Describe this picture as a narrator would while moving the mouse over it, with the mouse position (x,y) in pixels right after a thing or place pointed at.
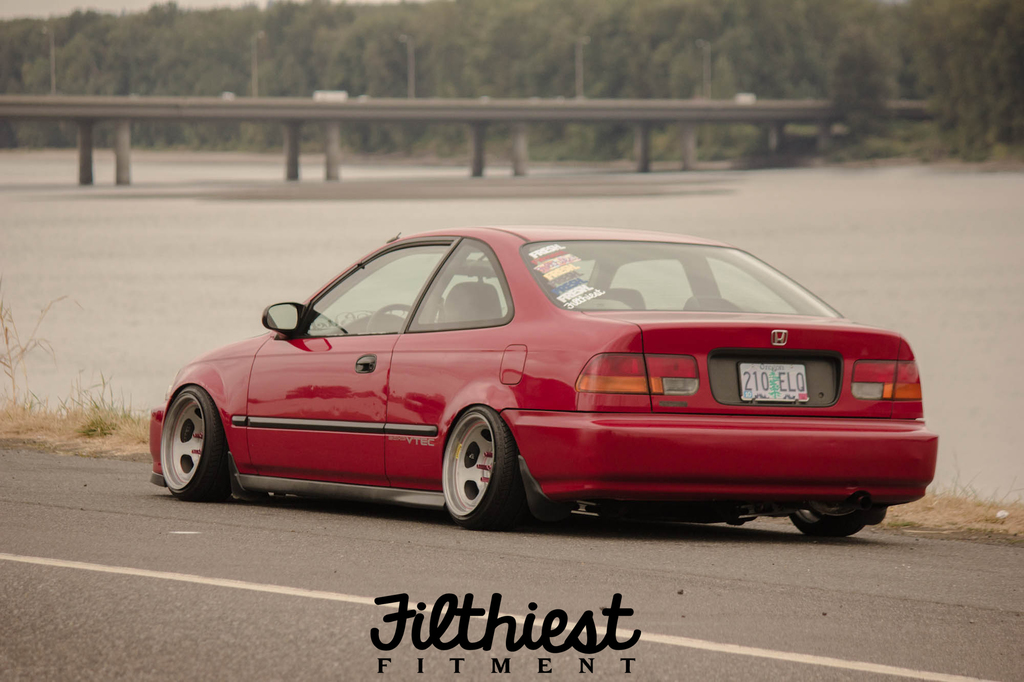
In this picture we can see a car (535,470) on the road (929,543), grass (969,507), bridge (497,110), water (875,232), poles (53,69) and some text (484,612) and in the background (445,59) we can see trees (252,27).
